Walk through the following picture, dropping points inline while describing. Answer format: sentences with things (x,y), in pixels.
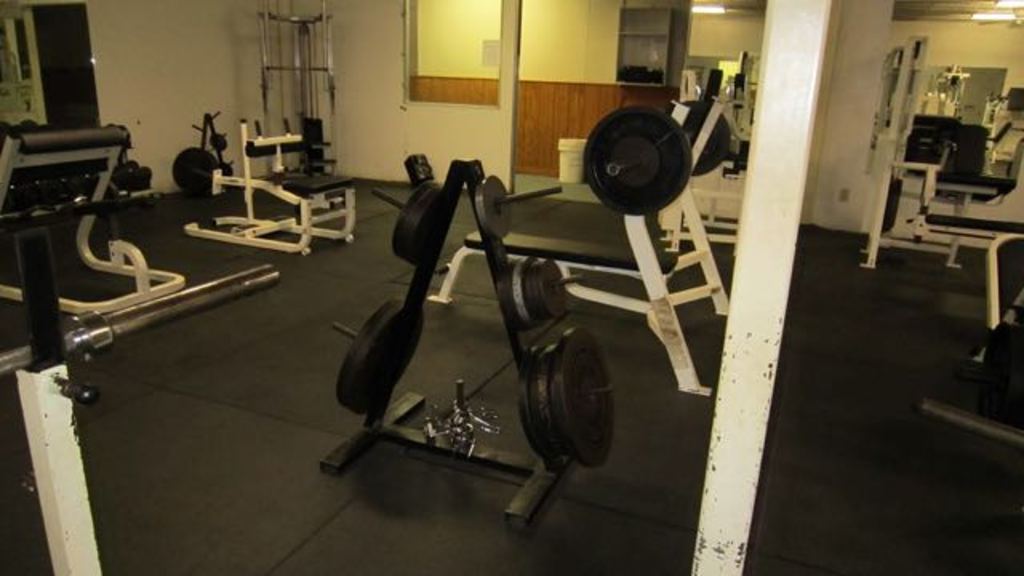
In this picture I can see few gym equipment (445,292) and I can see few weights (678,177) and few mirrors (931,49) and few lights (982,19) on the ceiling (694,1).
